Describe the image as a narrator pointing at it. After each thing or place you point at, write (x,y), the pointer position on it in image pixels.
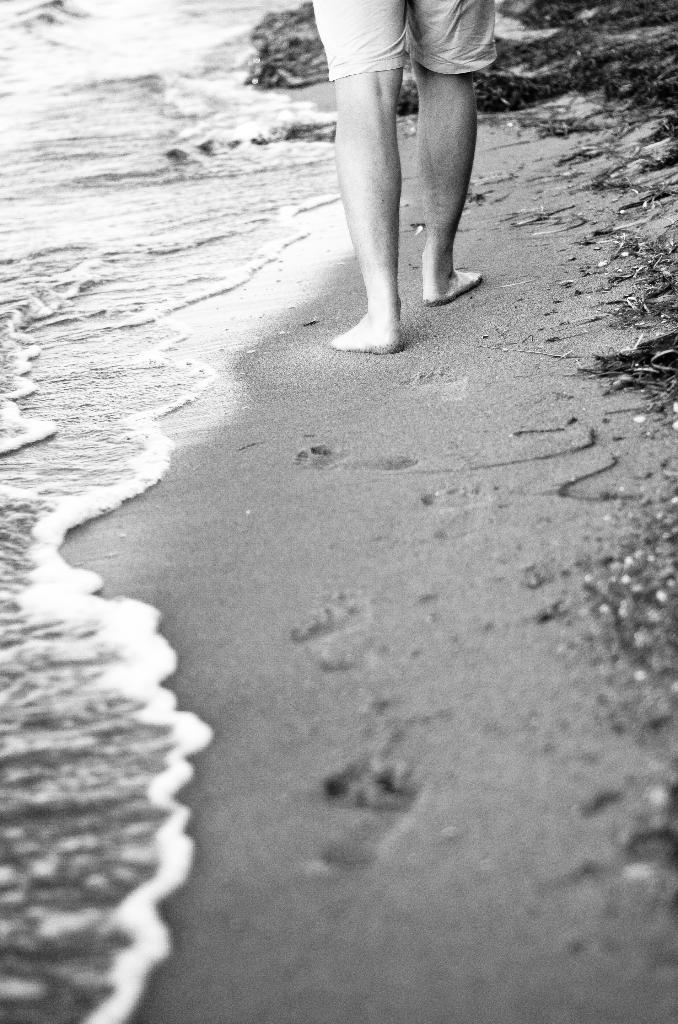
In this image we can see a black and white picture of a person (399,190) standing on the ground (406,170). On the left side of the image (54,583) we can see the water (48,754).
